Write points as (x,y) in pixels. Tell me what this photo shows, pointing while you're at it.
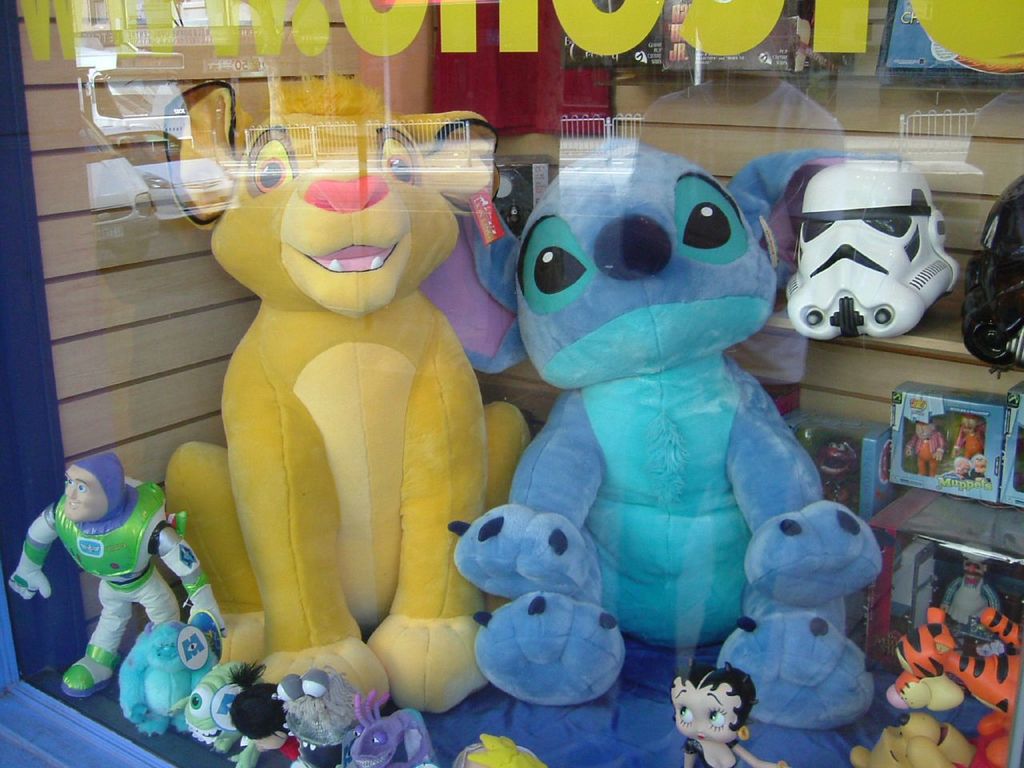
In this image I can see the toy store (540,371). I can see few colorful toys (434,541) and few toys (523,179) on the rack (969,354). In front (884,356) I can see the glass (583,119).
